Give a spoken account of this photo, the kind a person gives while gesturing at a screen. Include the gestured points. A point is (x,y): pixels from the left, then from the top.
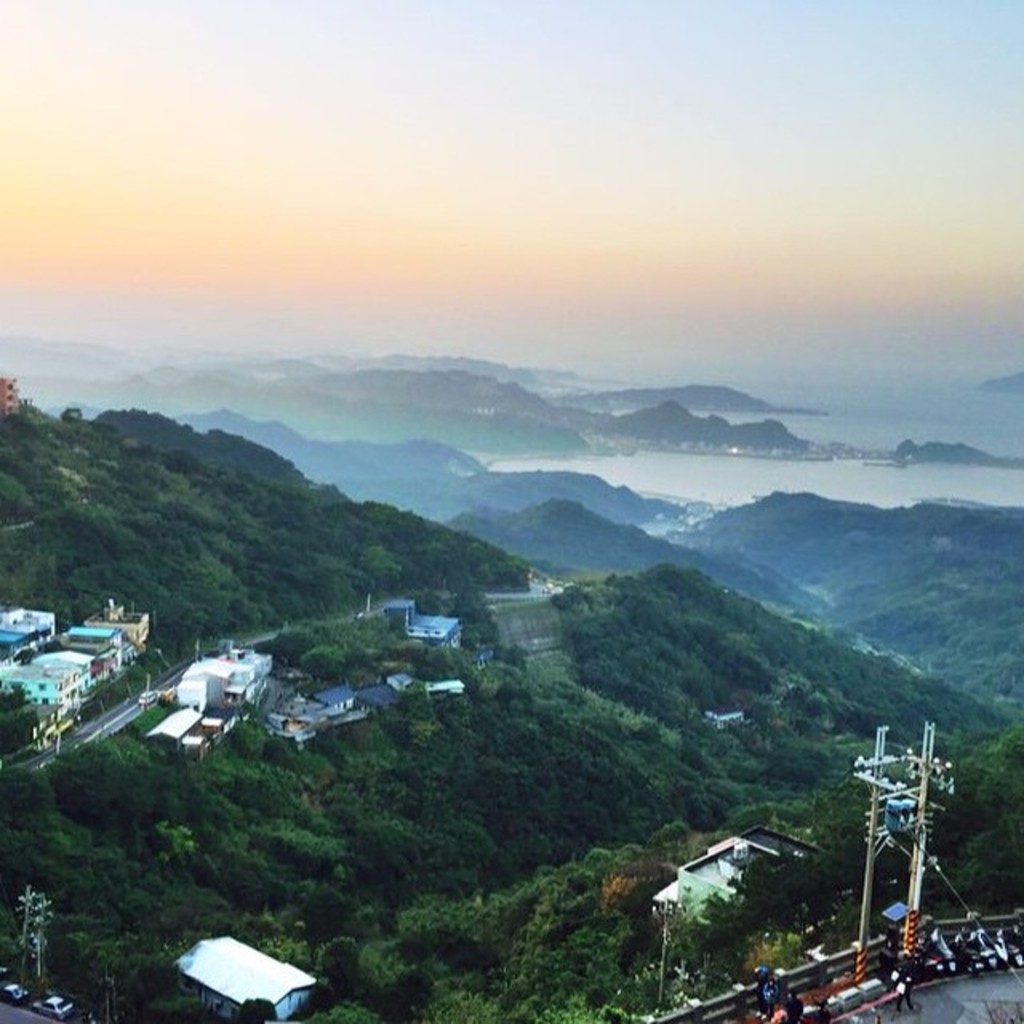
In this picture we can see buildings (102,664), vehicles (53,1006) on the road (162,683), trees (187,850), wall (519,617) and some objects (912,877), mountains (345,395) and in the background (778,107) we can see the sky (527,72).
